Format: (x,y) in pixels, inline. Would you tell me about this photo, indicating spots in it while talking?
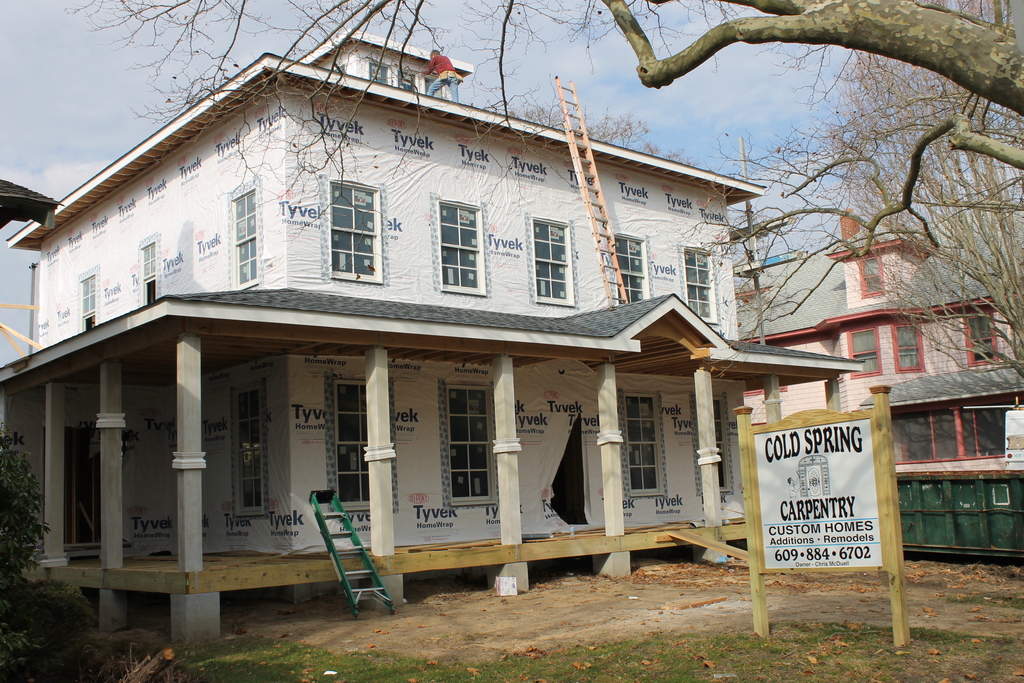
In the image we can see there is a building (302,337) and the ground (437,628) is covered with grass (670,663) and dry leaves (645,663). There is a person (450,83) standing on the top of the building (408,87) and behind there is another building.
